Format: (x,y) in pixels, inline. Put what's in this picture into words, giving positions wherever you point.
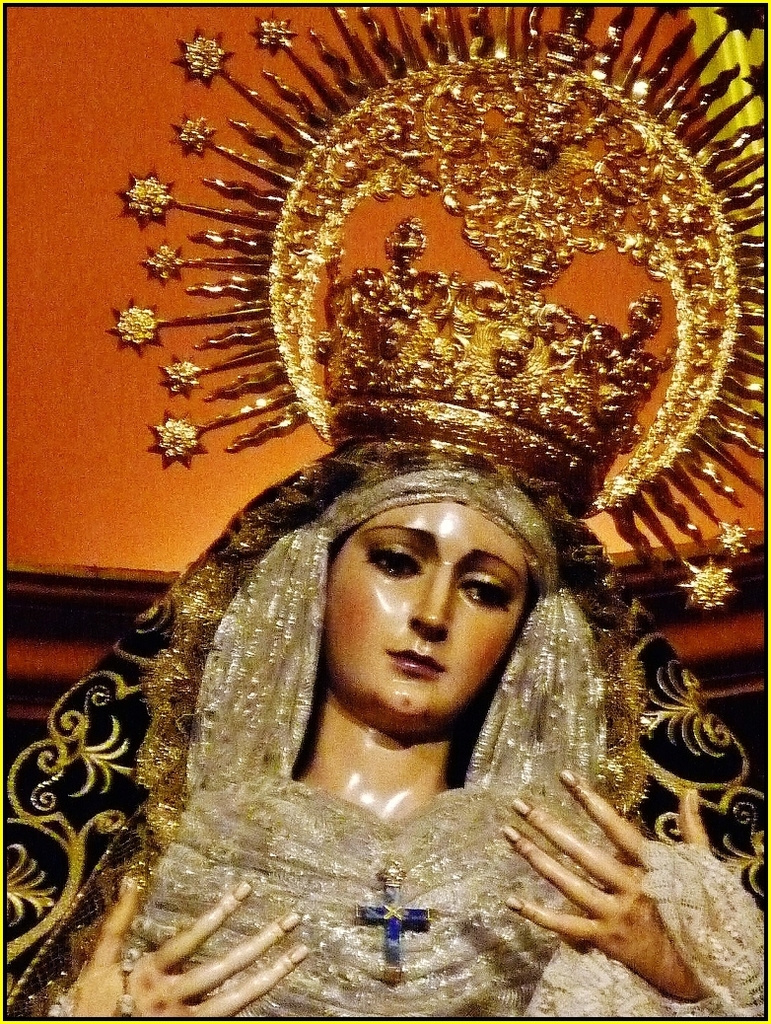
In this image we can see a statue (378,757) wearing clothes (476,812) and a crown (736,111). In the background (160,287), we can see the orange color wall (105,27).
